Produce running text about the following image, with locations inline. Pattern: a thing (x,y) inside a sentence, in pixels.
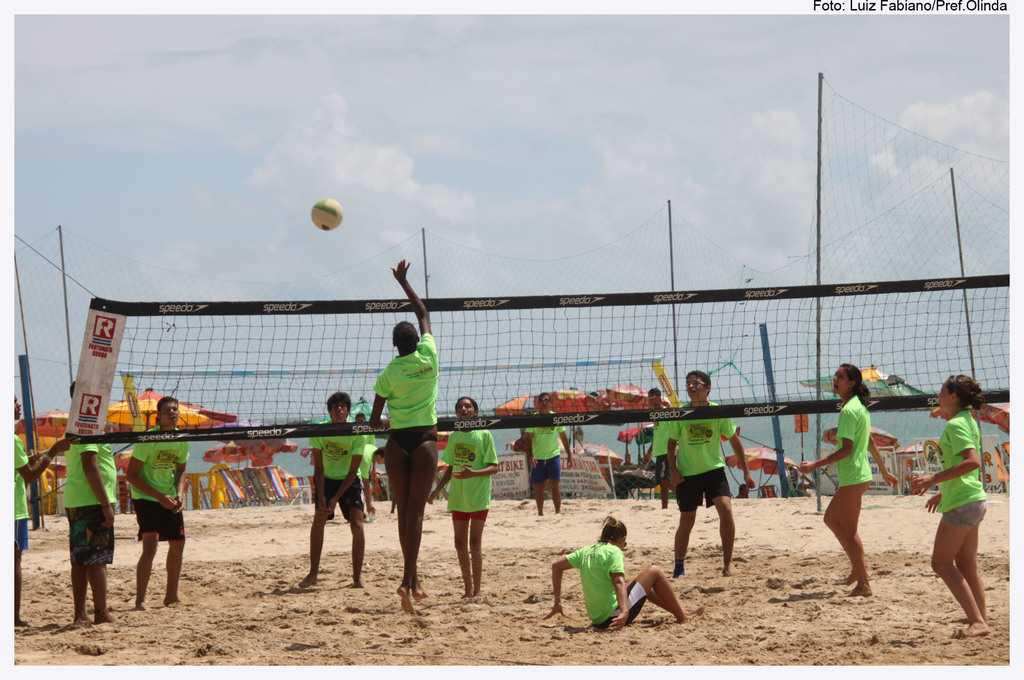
In this image there are people (336,503) on the land (738,584). There is a net (450,414). A person (419,315) is jumping in the air. There is a ball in the air. A person (601,587) is sitting on the land (689,593). There are umbrellas (41,433), chairs (194,488) and boards (573,472) are on the land (804,522). People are sitting on the chairs (643,477). Top of the image (612,117) there is sky (655,149).
